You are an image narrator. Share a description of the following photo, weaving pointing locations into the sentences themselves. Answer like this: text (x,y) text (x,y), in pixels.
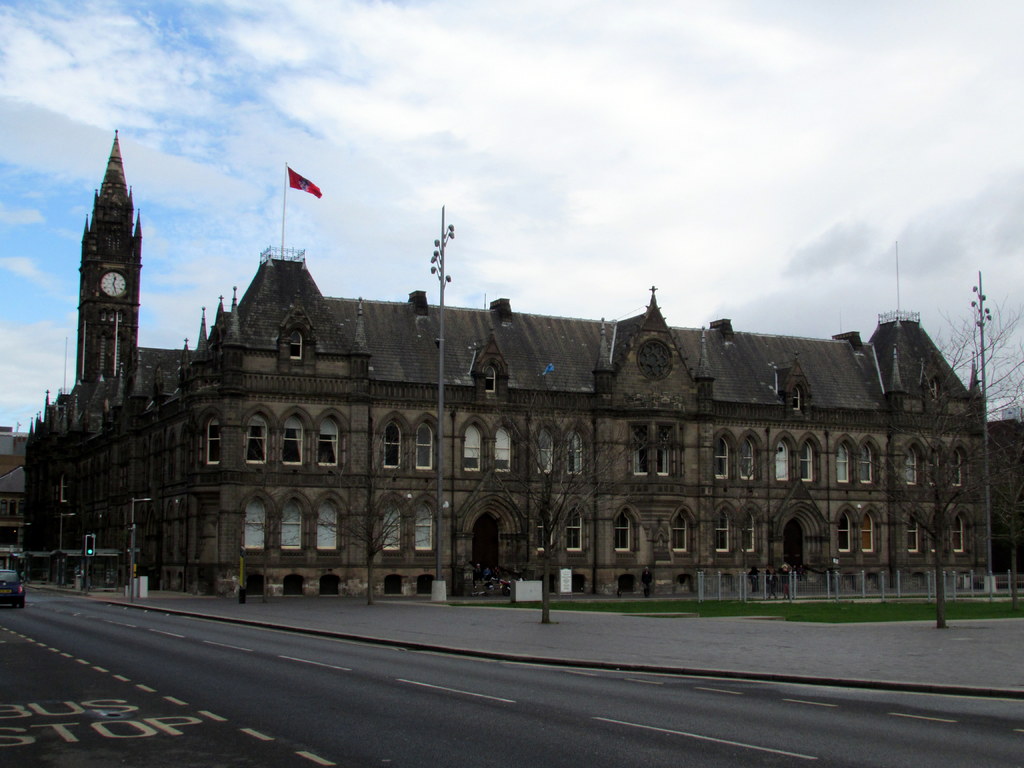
In this image in the center (559,448) there is a palace (422,304), and on the left side (98,250) there is a clock tower (96,287). And on the palace (551,333) there are poles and flags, at the bottom (480,699) there is road (591,677) and also we could see some poles (133,557), trees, vehicles (8,574), traffic signals (91,552) and grass (915,604). At the top (429,121) there is sky (472,147).
